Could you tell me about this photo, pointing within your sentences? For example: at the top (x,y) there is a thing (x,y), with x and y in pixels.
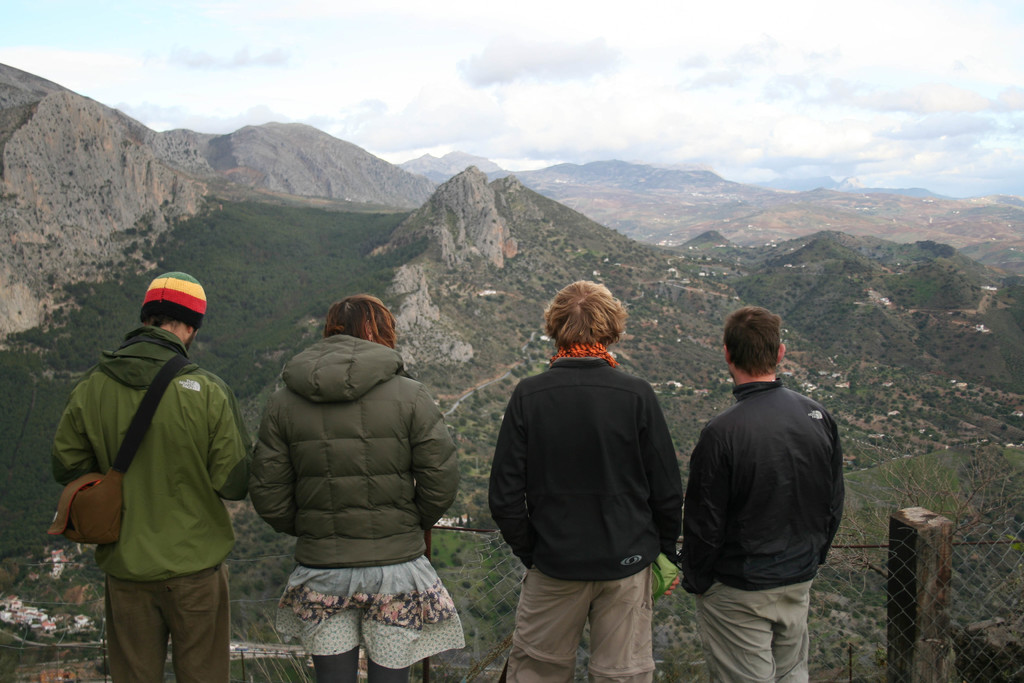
In this image I can see on the right side (797,466) 2 persons (600,504) are standing, they wore black color coats (703,492) and looking at that side. On the left side (193,422) another 2 persons (271,513) are standing, they wore coats (152,529) and looking at that side. At the back side (311,278) there are hills (347,267), at the top (544,55) it is the cloudy sky (545,55) in this image.
